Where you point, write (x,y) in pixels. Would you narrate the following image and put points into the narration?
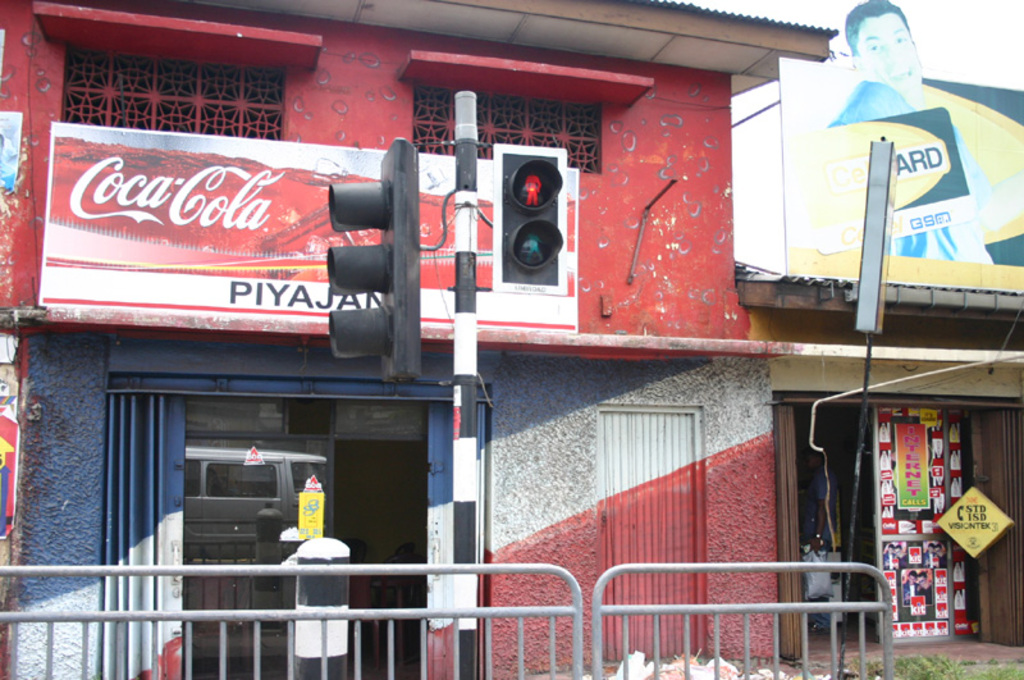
In this picture I can see at the bottom (827,609) there is a grill (626,648). In the middle (533,239) there are traffic lights (524,254), in the background (481,314) there are shops (542,421). On the right side (796,220) there is a hoarding (923,202).
